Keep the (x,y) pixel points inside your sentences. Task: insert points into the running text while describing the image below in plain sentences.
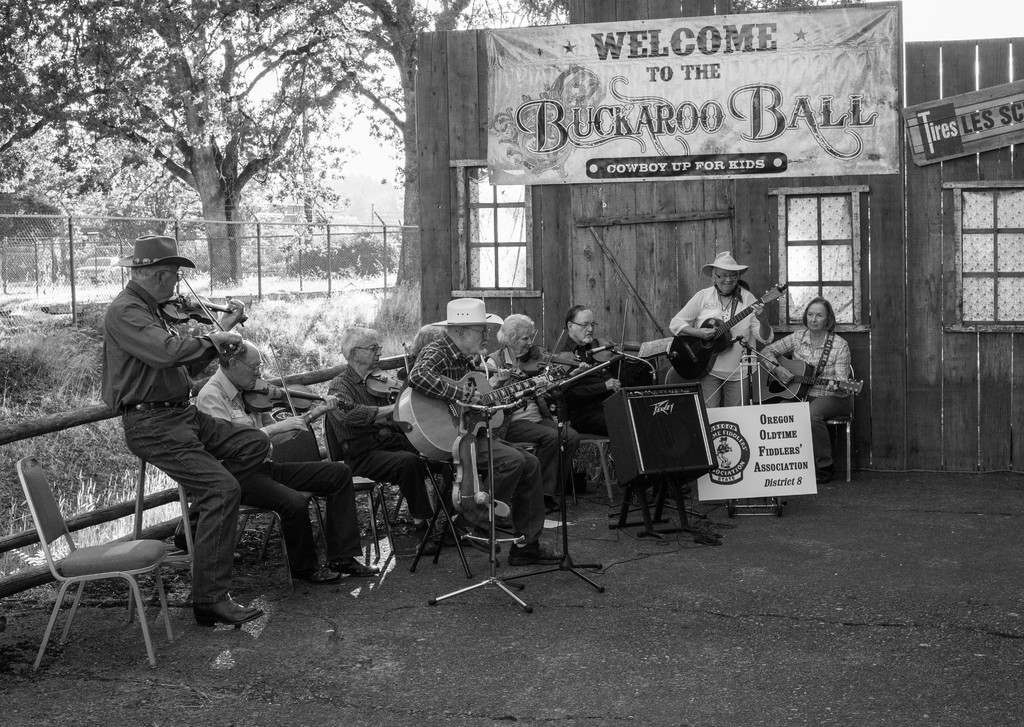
In this image there are few people (338,533) sitting on the chair (378,483) and playing a musical instruments (440,453). At the back side (612,245) there is a wooden house (623,233).
